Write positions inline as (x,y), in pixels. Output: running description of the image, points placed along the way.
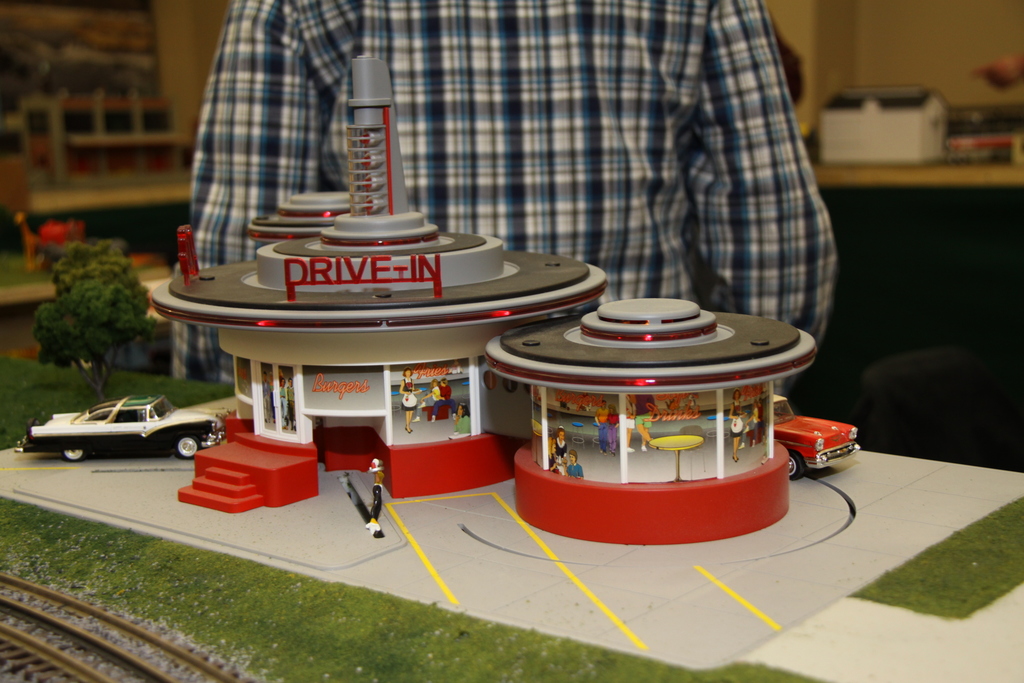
At the bottom of the image (172,558) there is a table (69,488), on the table (61,489) there are some toys (427,321). Behind them a person (635,163) is standing.
